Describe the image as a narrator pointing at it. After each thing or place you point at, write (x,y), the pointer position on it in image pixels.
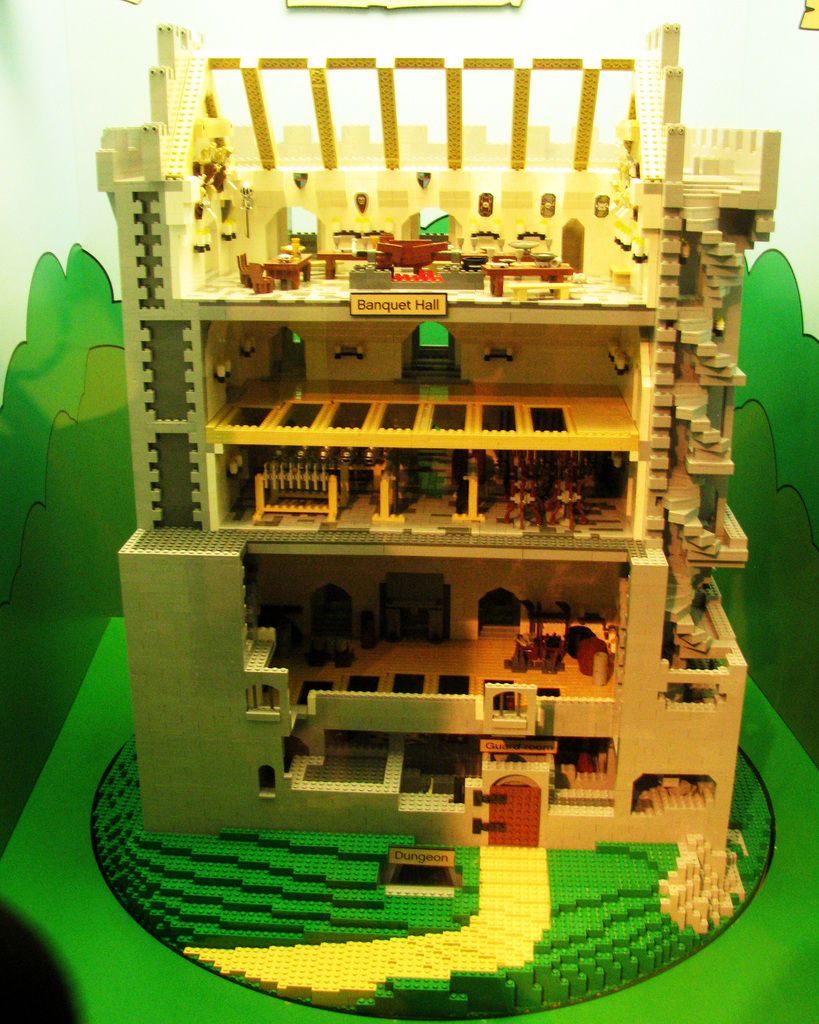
In this image at the center (380,630) there is a lego toy building (401,560) which was placed on the table (76,974). Behind the building (352,516) there is a wall (126,480).
